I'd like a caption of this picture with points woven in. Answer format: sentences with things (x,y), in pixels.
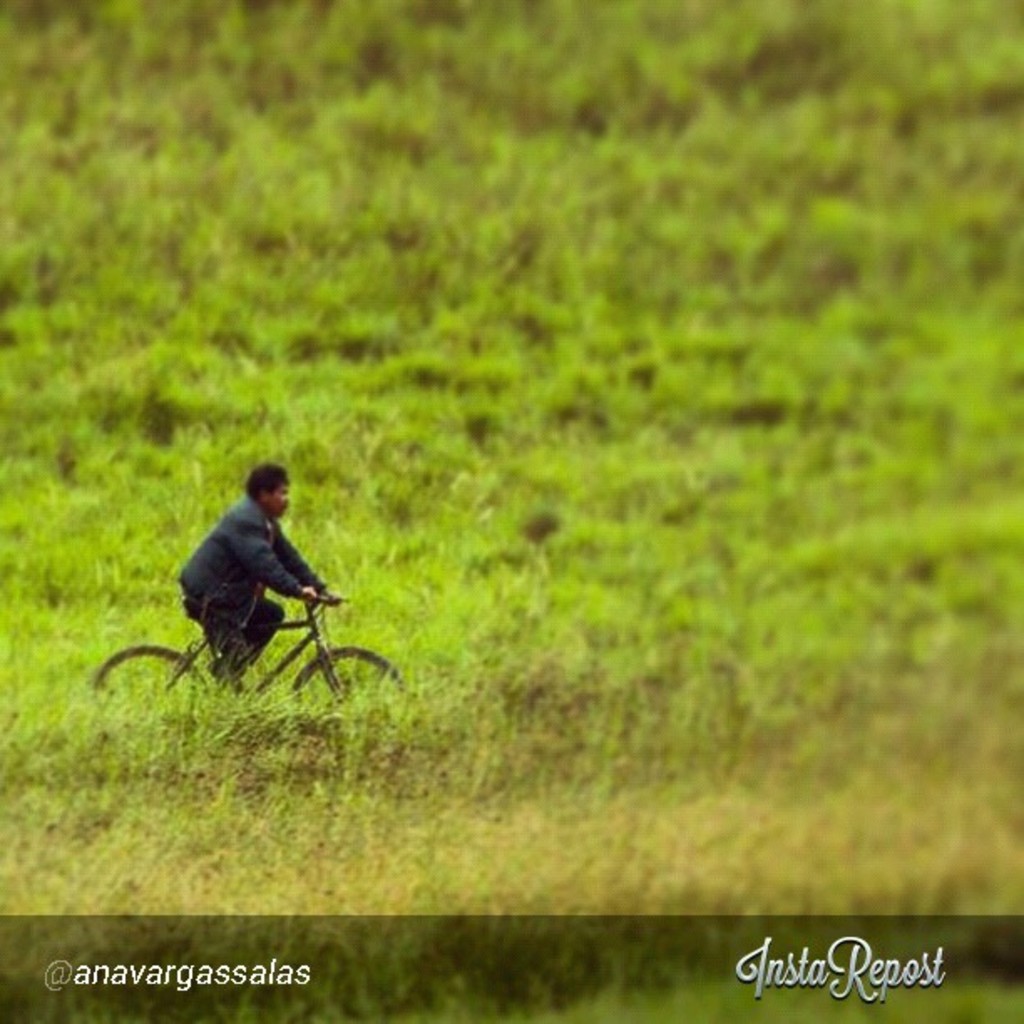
In this picture I can see at the bottom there are watermarks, on the left side (259,524) a person (270,611) is riding a bicycle (384,660). In the middle (354,568) there are plants (814,520).
